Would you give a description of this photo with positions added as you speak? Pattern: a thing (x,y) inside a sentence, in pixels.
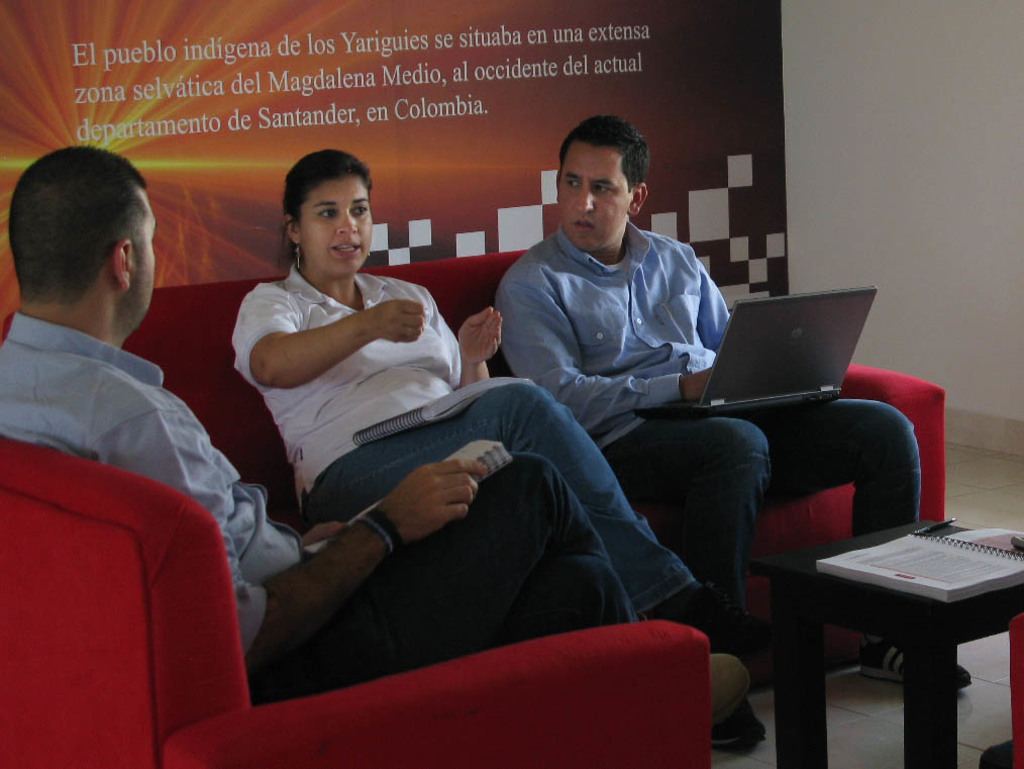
There is a woman (242,332) and man (125,353) sitting on a sofa (934,461) and talking to each other. one of the man (727,423) is operating laptop (726,366). opposite them there is a table (933,700) and book (940,580) with pen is placed on it.
